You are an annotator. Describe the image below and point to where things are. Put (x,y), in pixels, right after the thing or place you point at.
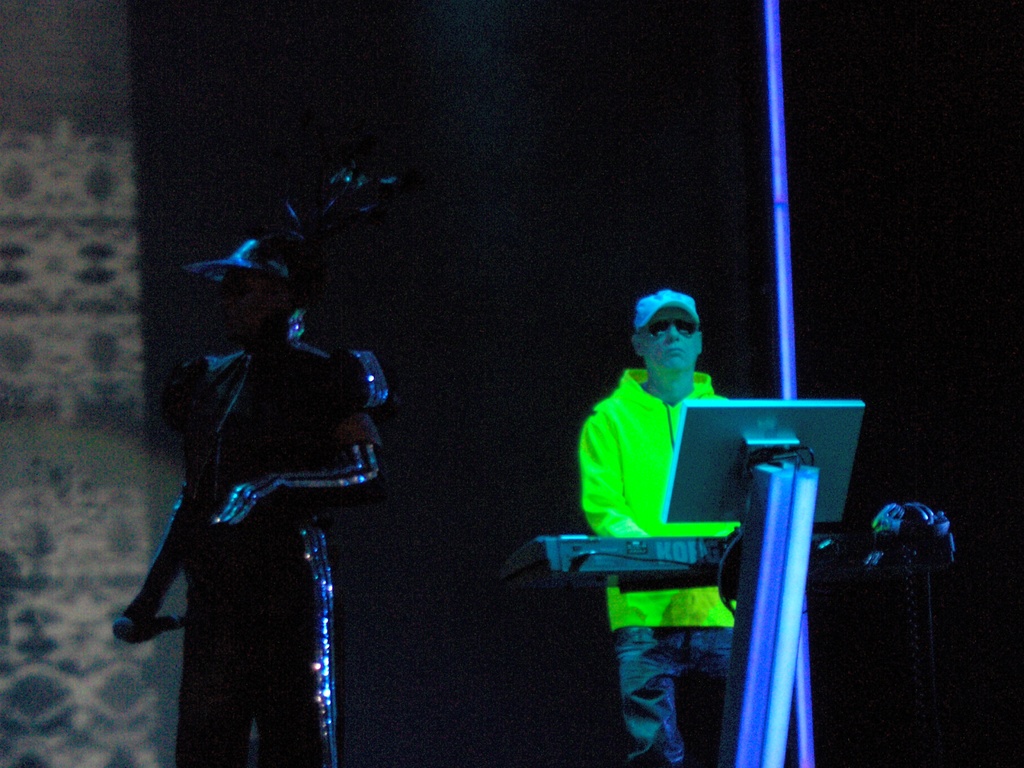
In this image, we can see a person (289,349) wearing costume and a cap (227,264) and holding a mic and on the right (705,594), there is a man (620,427) wearing a coat (628,405), cap (653,303) and glasses (654,328) and we can see musical instruments (555,538) and a pole (804,487) and the background (550,381) is dark.
